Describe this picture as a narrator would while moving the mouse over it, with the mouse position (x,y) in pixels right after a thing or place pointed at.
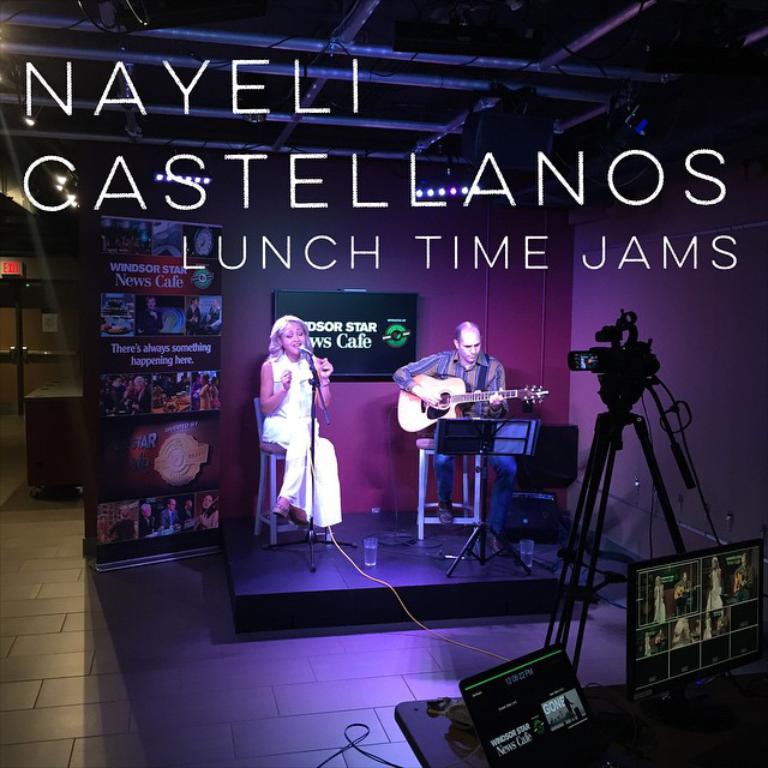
2 people (291,500) are sitting on the chairs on the stage (267,530). the person (328,440) at the left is wearing a white dress (306,499) and singing. in front of her there is a microphone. the person (476,379) at the right (528,397) is playing guitar (450,389). behind them there is a wall (442,312) on which there is a television (395,331). at the left (208,358) there is a banner (158,496). in front of them there is a camera (613,387) and a tripod (607,446). a laptop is present on the table (645,745).
